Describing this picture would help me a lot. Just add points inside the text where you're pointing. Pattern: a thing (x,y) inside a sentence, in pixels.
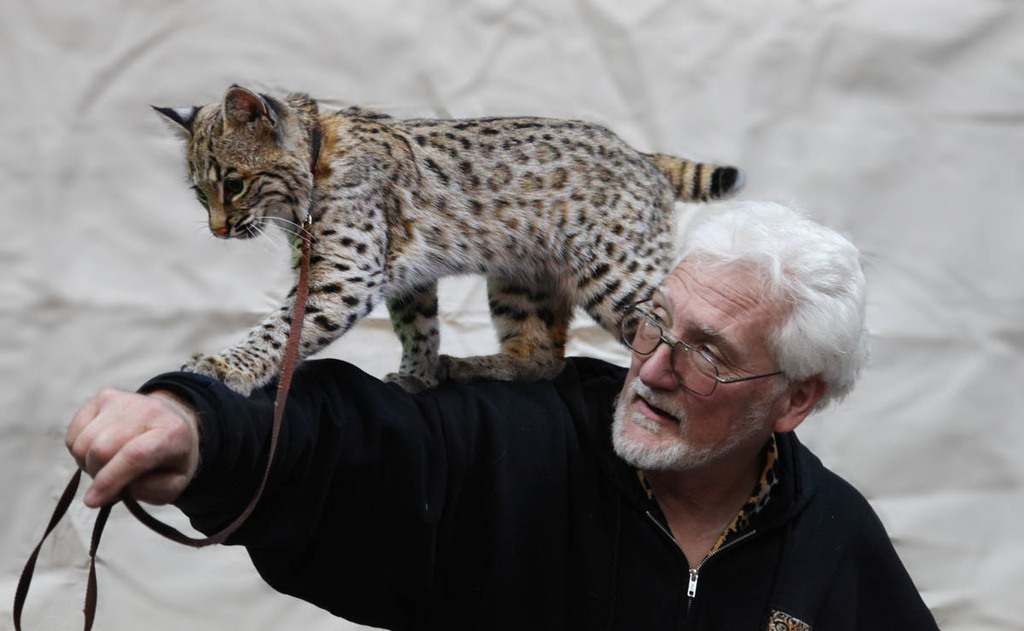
In this picture we can see a person (586,525), here we can see a cat (409,372) with belt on it, this cat (419,339) is on him and we can see a wall (861,146) in the background (843,149).
